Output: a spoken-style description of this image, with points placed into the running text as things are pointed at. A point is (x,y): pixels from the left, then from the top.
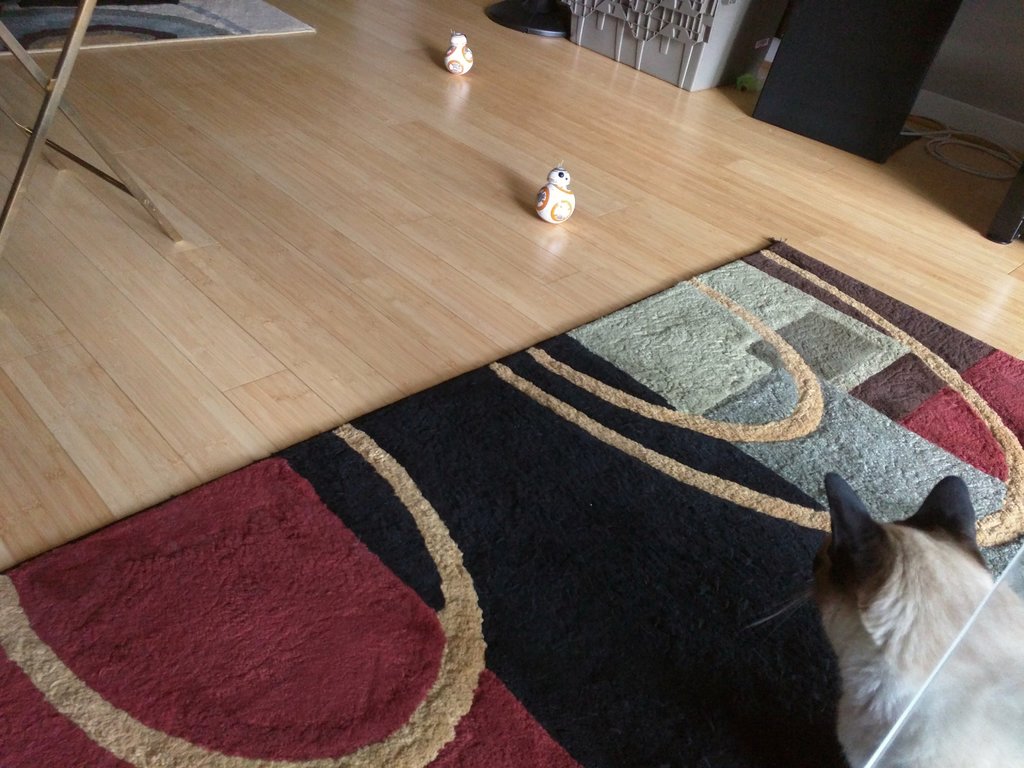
In the foreground (790,601), I can see an animal (840,623) on a floor mat (615,482) and I can see a table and toys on the floor (397,211). In the background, I can see some objects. This image taken, maybe in a hall (767,172).
